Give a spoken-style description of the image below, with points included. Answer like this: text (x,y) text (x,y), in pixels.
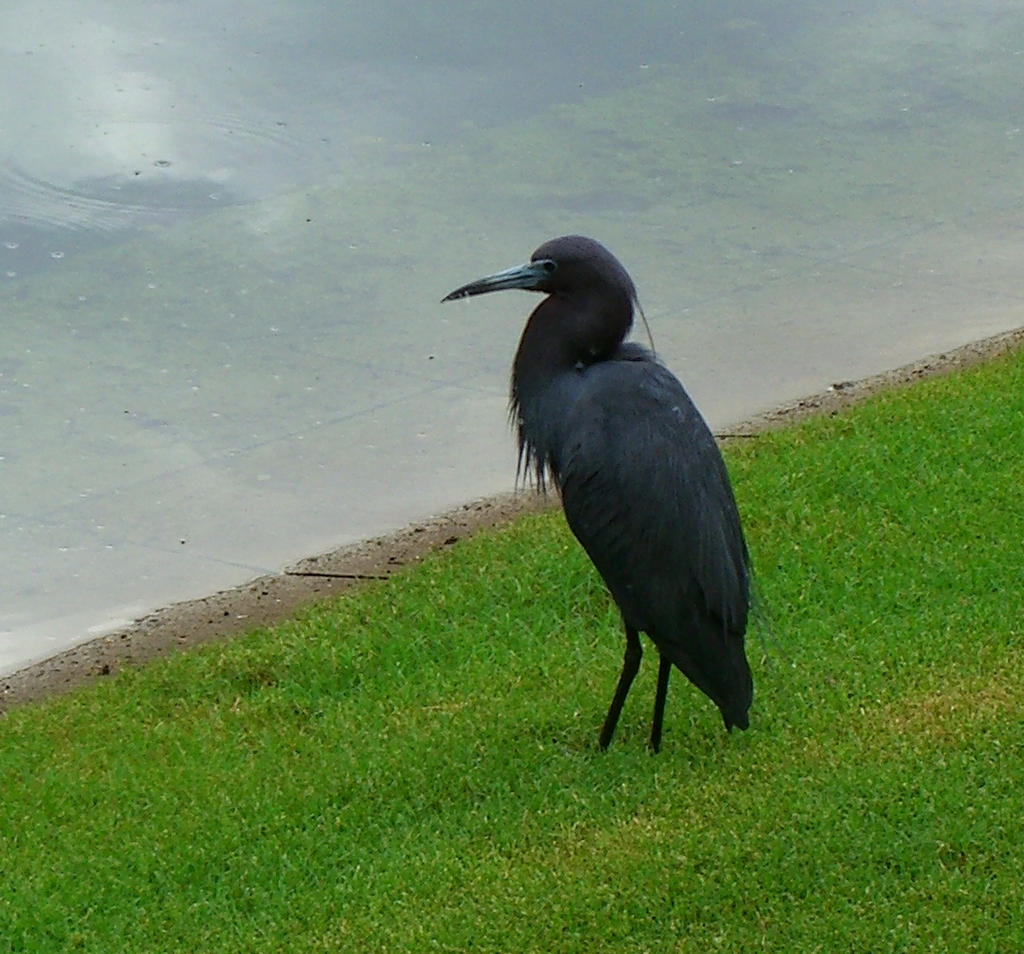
In this image we can see a bird (613,431) on the grass field (619,743). At the top of the image (283,94) we can see water (280,126).
